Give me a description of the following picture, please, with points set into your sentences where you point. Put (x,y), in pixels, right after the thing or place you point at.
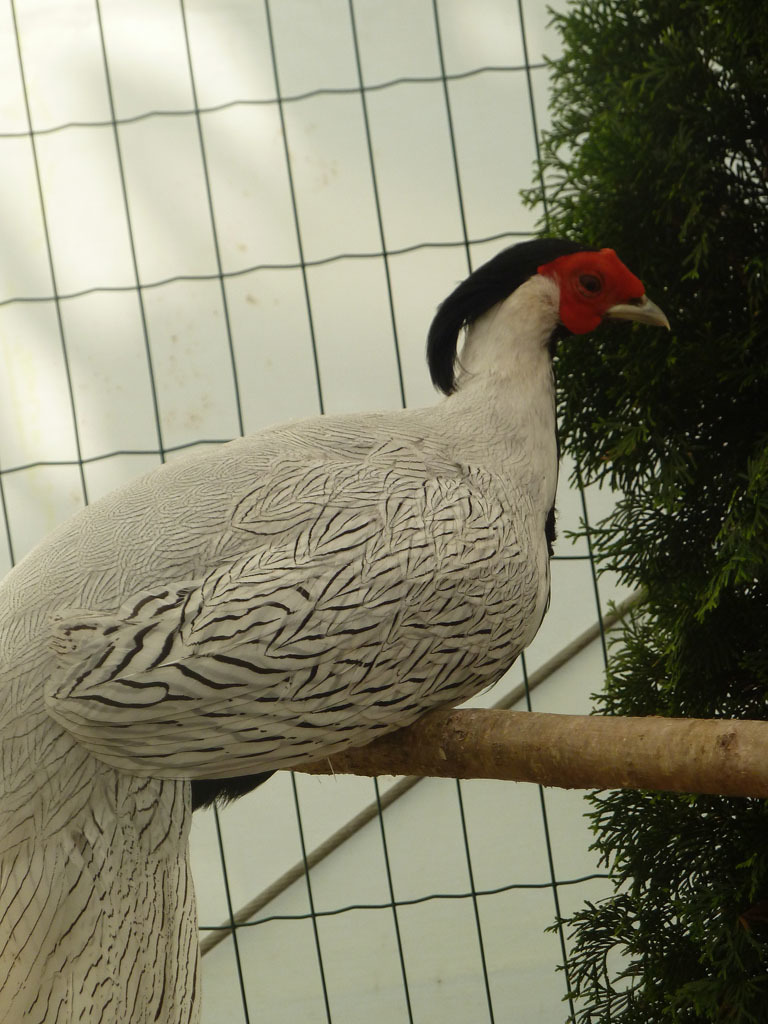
In the image there is a bird (290,545) which is in black, white and red color is standing on the wooden stick (701,754). On the right side of the image (662,215) there are trees (684,454). And in the background (438,250) there is a mesh (287,250).
